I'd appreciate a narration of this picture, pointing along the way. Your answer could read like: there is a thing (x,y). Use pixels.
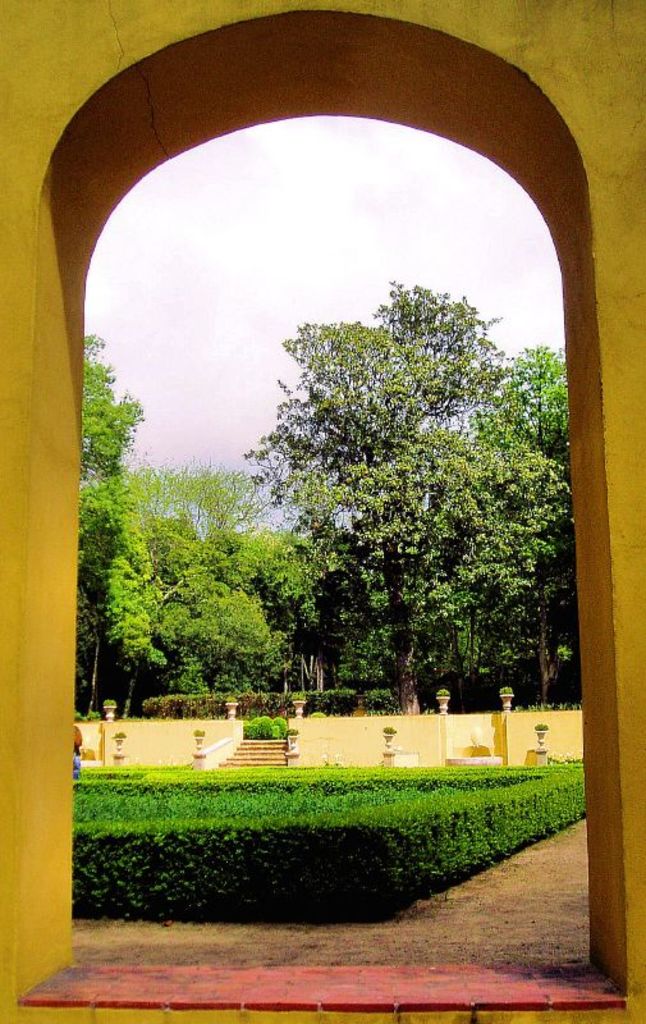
In the center of the image (340,668) we can see the trees (362,516), stairs (278,745), wall (307,733), poles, bushes (245,702). In the foreground of the image (12,867) we can see an arch (597,92). At the top of the image (371,251) we can see the sky (368,254). At the bottom of the image (338,957) we can see the ground (435,938), floor (265,989).
